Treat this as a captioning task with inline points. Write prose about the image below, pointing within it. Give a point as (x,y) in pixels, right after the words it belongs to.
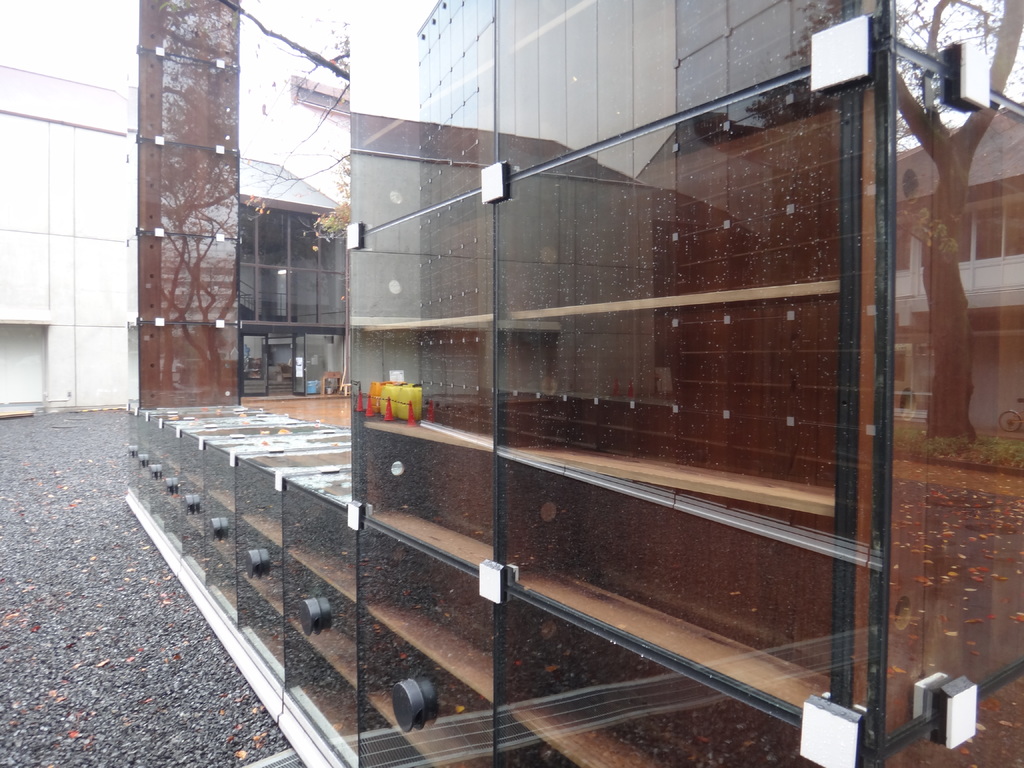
In this picture we can see buildings (441,311). On the right side of the picture (739,368) we can see the reflection (520,371) of objects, a building (912,263), tree (949,203), a bicycle (1017,413) on the glass (926,417). At the bottom (87,650) we can see dried leaves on the road (158,669).
